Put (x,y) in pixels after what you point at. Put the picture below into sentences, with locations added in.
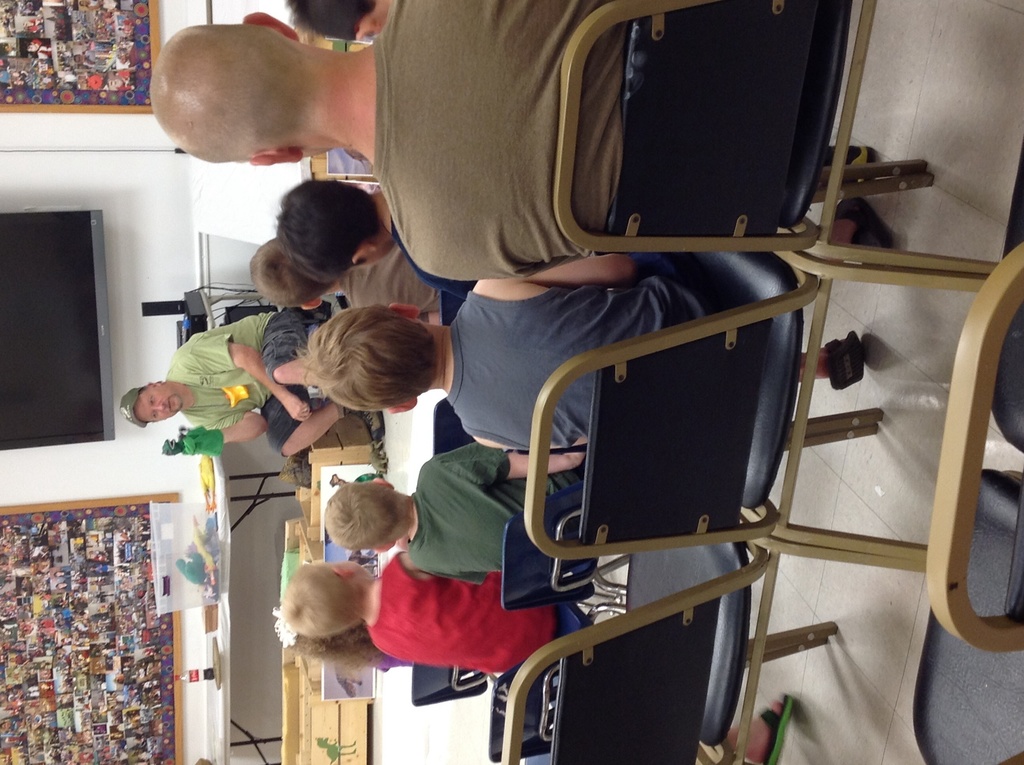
There are few people (523,337) sitting on the chair (723,202) and listening to the person (165,419) sitting over here and telling them something. In the background (113,389) we can see screen (89,306), wall (115,248) and few things (181,583) on the table (225,753).
